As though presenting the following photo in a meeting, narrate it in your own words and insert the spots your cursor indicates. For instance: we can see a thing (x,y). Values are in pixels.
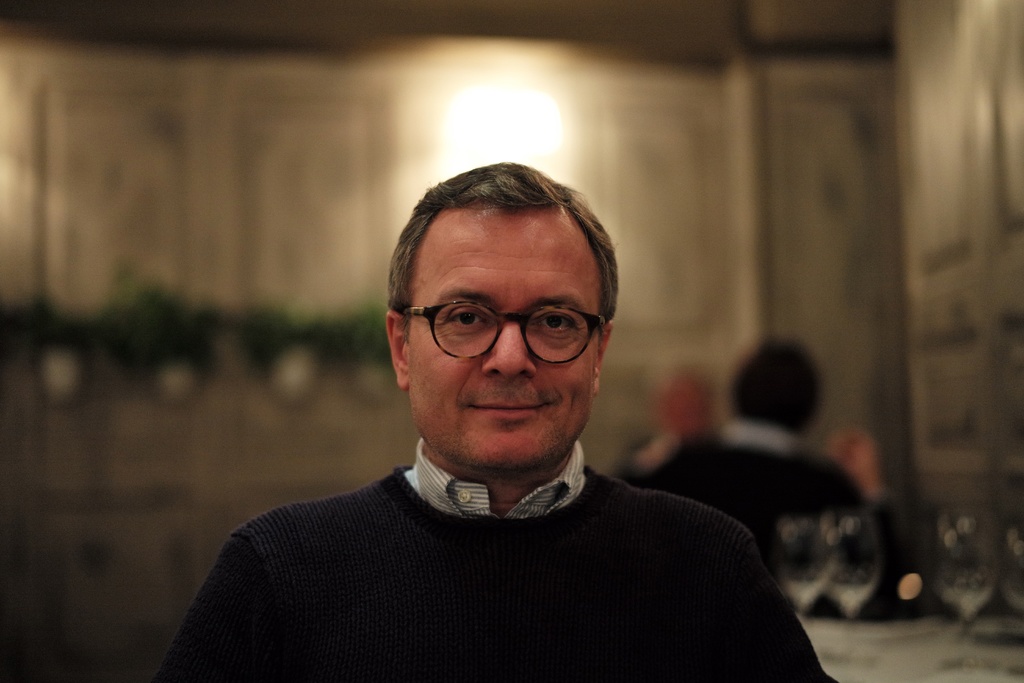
In this image, there is a person (551,573) on blur background wearing clothes (376,517) and spectacles (446,345).
